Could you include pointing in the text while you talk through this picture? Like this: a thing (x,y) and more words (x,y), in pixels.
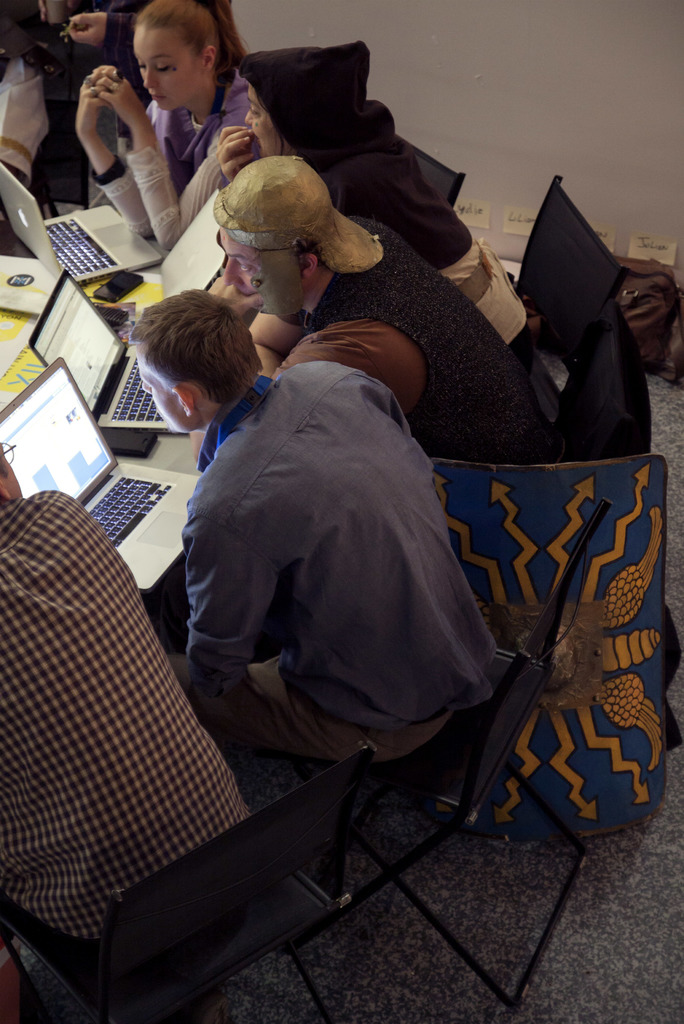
The image is clicked inside the room (418,833). There are many people (186,719) sitting around the table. To the left (63,739), the man (61,726) is wearing a brown color shirt (59,770). In the middle (417,485), the man (304,507) is wearing blue shirt (331,452) and looking towards the laptop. All are sitting in the chairs (484,796). In the background (501,52) there is a wall (507,52).
